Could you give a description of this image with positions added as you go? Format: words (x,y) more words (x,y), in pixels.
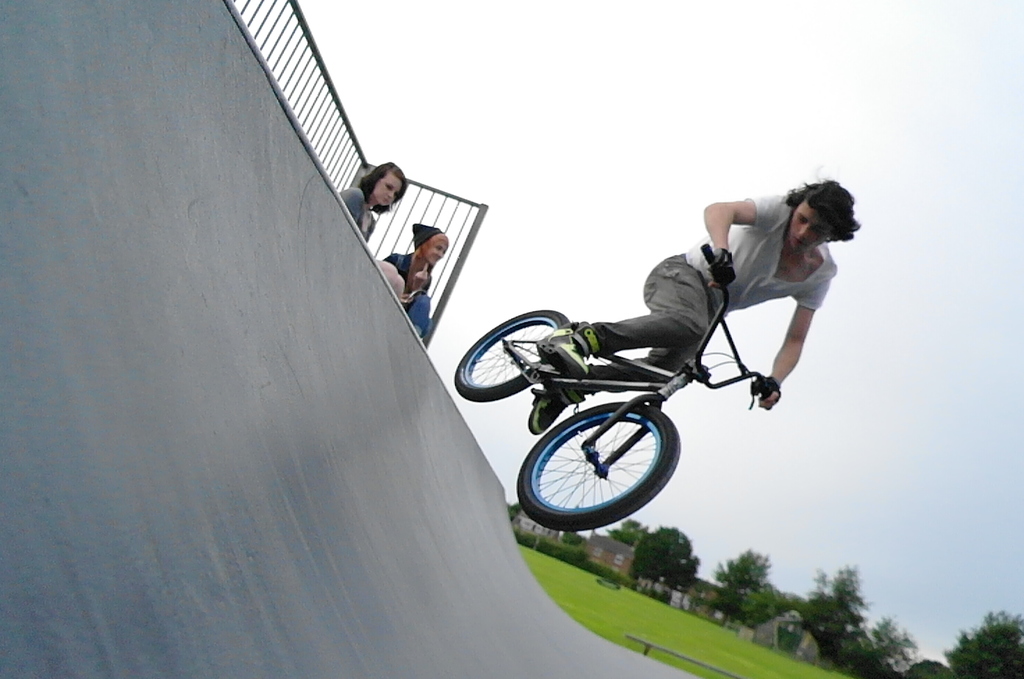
In this image we can see a person (814,232) cycling. We can also see two women (388,210), railing (344,159), surface (317,489), grass (683,652), houses (676,604) and also the trees (989,627). In the background (316,82), we can see the sky (918,302).
